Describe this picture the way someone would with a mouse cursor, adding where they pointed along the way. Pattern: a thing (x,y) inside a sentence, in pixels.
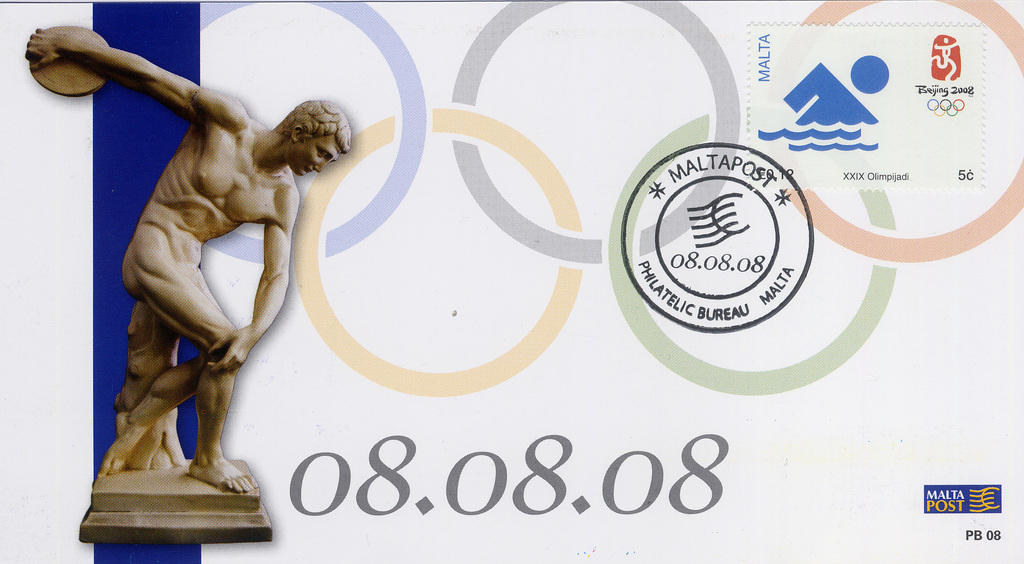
In this image I can see a person sculpture (147,240) visible on the left side (164,204), in the middle (592,254) I can see a text (401,484) and design (711,216) visible.
